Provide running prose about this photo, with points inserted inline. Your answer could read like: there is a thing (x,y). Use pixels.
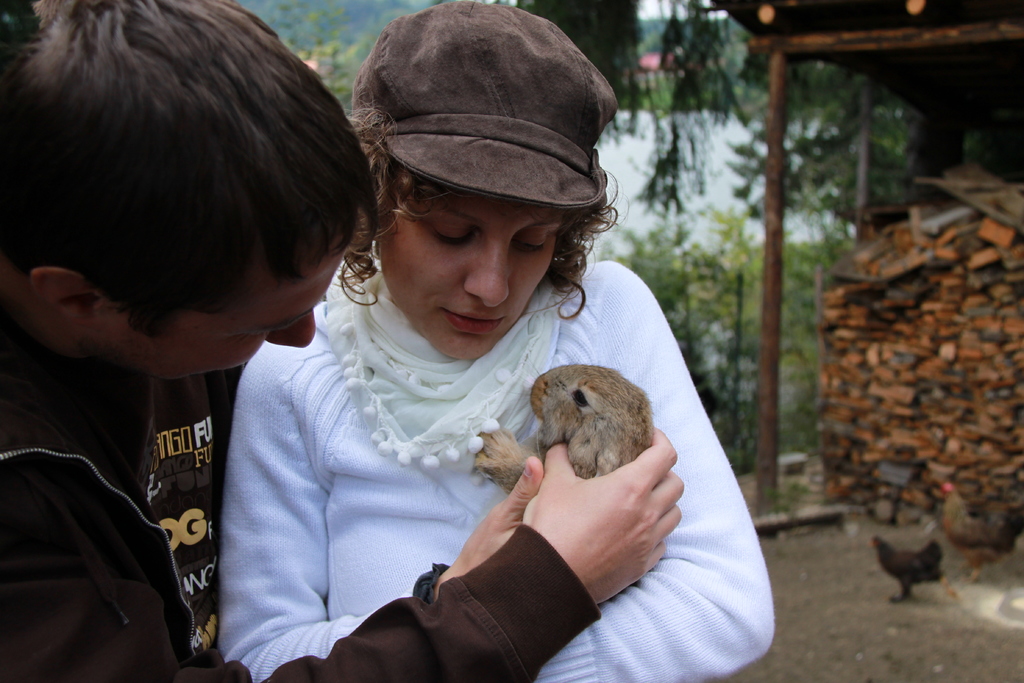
In this picture we can see a man (305,299) and a woman (410,299) holding an animal (537,398), on the right side (971,558) there are two hens (935,561), we can see wood (920,439) here, in the background (683,291) there are some trees (692,139), there is a shed (939,77) here.
